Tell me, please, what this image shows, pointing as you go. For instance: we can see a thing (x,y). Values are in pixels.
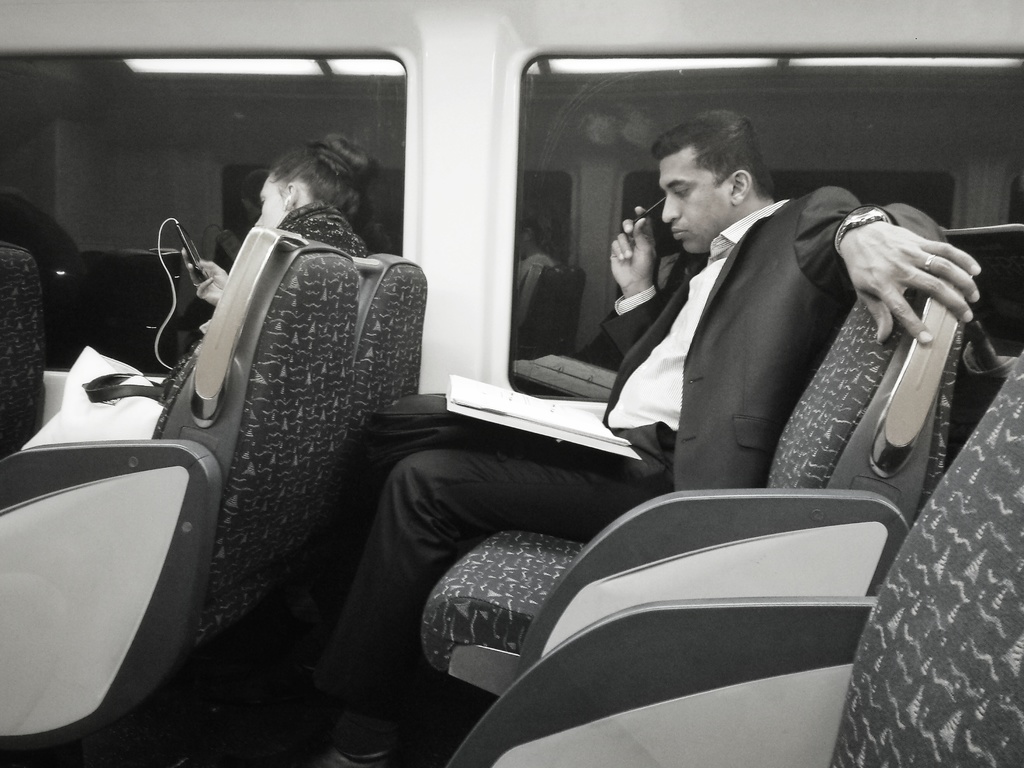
In this picture we can see two people (509,451) are sitting on the seats (627,536). Here we can see a bookbag (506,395), and a mobile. In the background (243,154) we can see glass (621,138) and lights (590,73).
